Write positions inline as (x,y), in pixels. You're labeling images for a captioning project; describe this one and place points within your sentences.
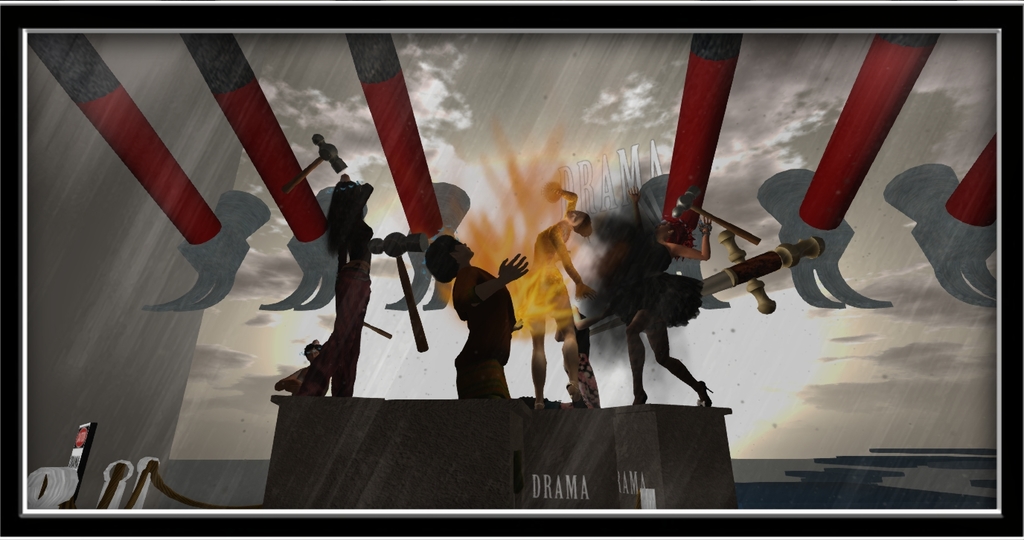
In this image I can see persons (362,288), hammer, the sky (262,327), tools (234,218), tables (703,416), text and the sky (548,114) and this is a photo frame (5,155).
